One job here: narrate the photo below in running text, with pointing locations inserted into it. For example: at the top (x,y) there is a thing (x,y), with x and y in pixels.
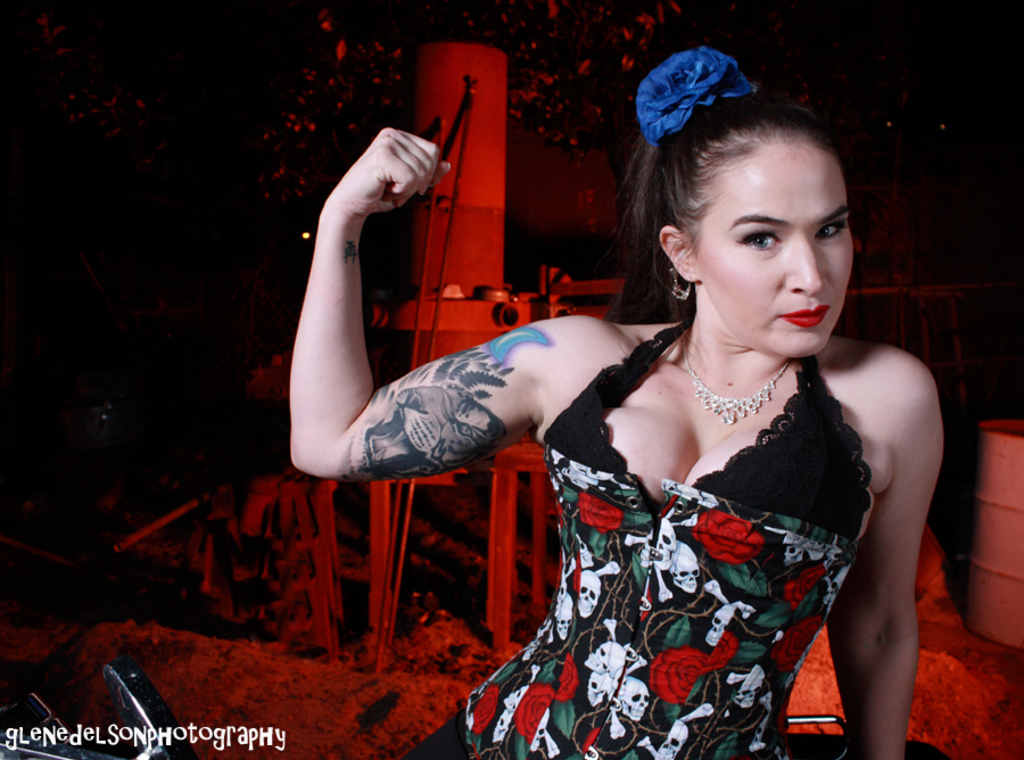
In this picture we can see a woman (679,567) and behind the women (681,555) there are other things (383,565) and on the image there is a watermark (173,732).
